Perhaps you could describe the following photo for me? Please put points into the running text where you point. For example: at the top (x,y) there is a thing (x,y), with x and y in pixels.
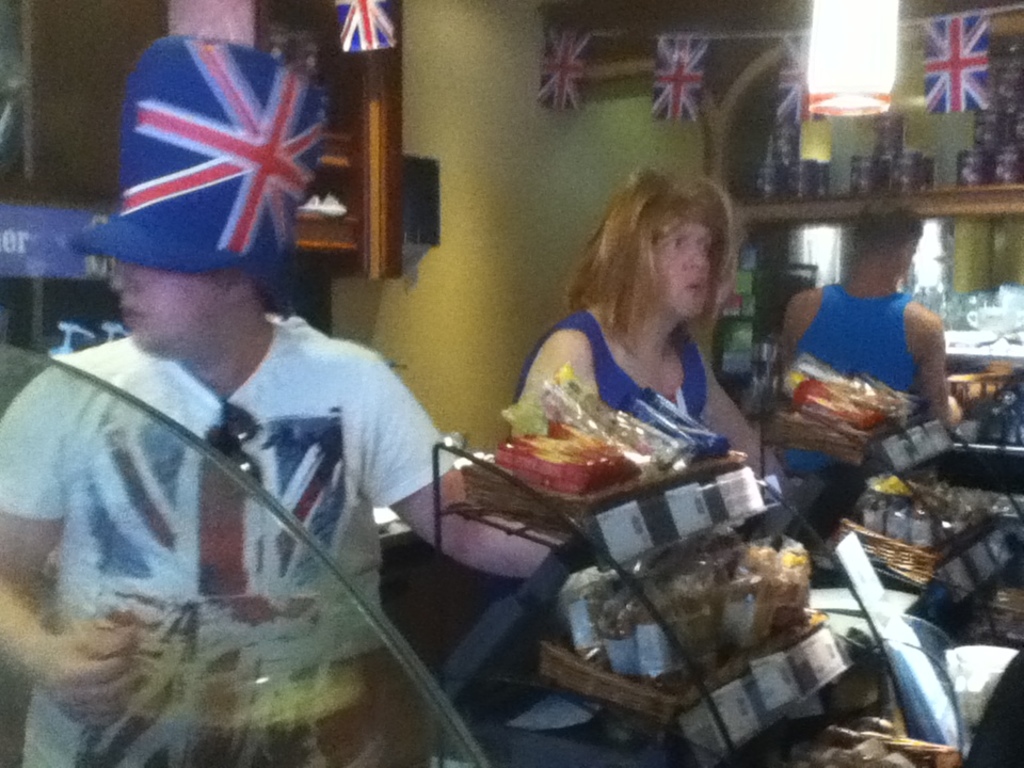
In this image, we can see some people (178,588) standing and we can see some food items (728,635), there are some small flags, we can see the wall (507,126).
